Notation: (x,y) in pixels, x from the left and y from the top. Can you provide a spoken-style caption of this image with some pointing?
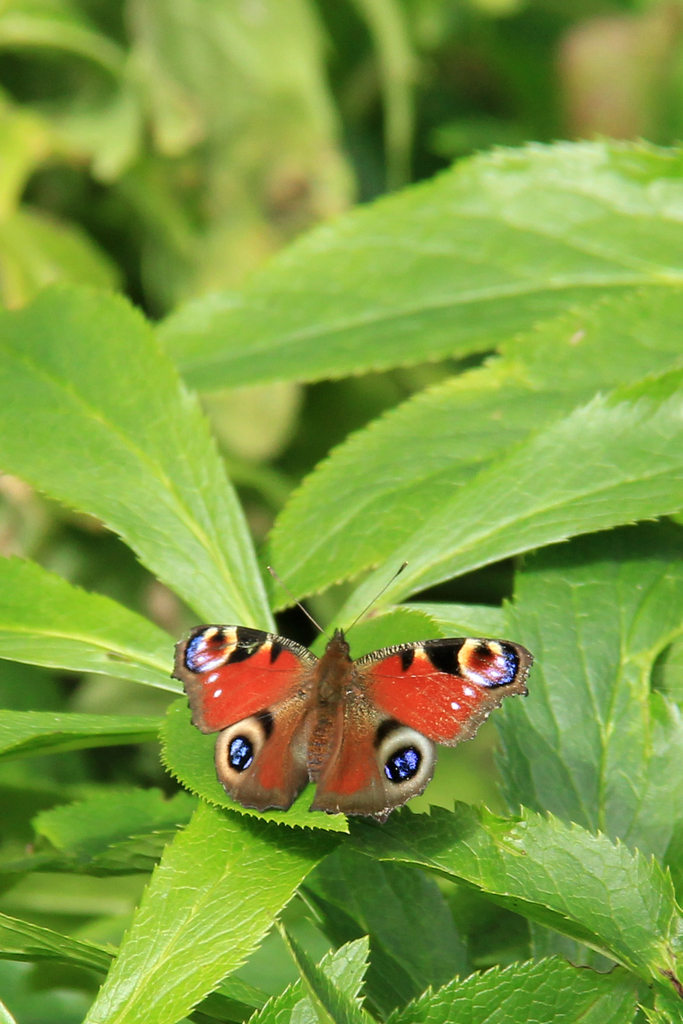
In this image I can see a butterfly (268,687) with red color and there are some leaves (164,351) visible.
